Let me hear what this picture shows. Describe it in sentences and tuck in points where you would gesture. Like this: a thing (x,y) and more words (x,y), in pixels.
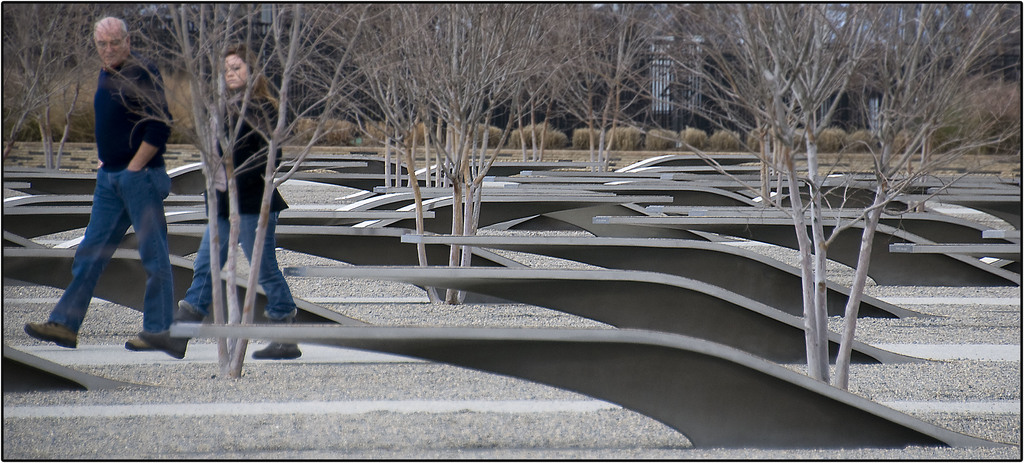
In this image there is a man (130,170) and a woman (244,158) walking on the ground (298,381). There are objects (572,205) on the ground (323,352). They seem to be benches (598,353). In between the objects (755,287) there are trees (591,77). In the background (591,77) there are buildings (668,75) and plants (77,124).
